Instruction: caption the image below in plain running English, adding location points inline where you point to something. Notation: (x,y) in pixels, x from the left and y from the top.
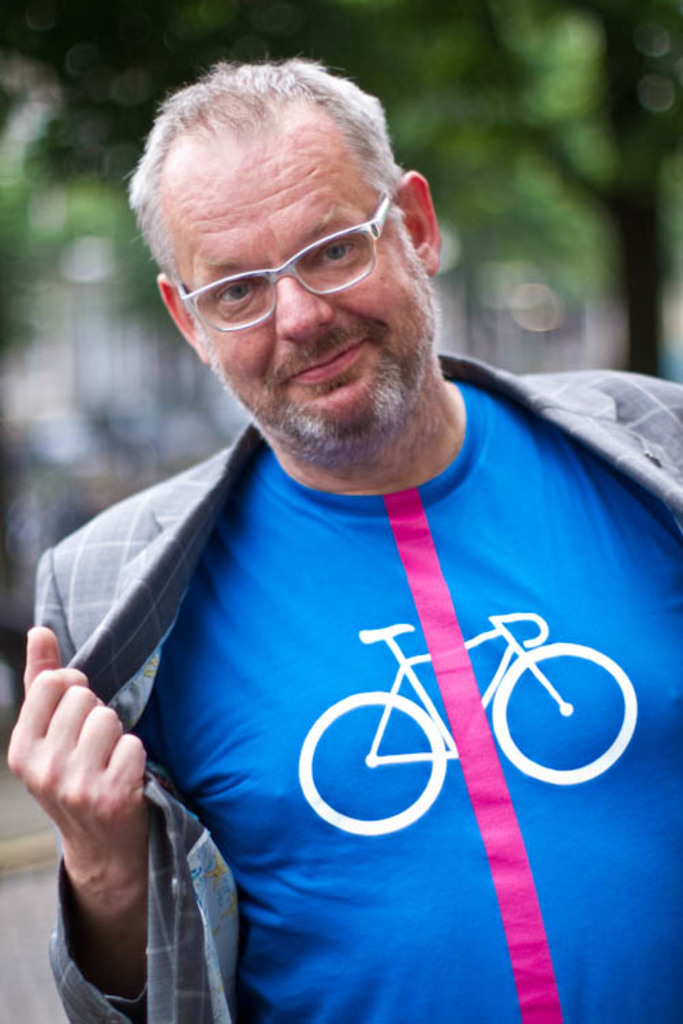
In this image I can see the person (280,576) and the person (284,830) is wearing blue and gray color dress (245,591). Background (523,3) I can see the trees (176,88) in green color.
